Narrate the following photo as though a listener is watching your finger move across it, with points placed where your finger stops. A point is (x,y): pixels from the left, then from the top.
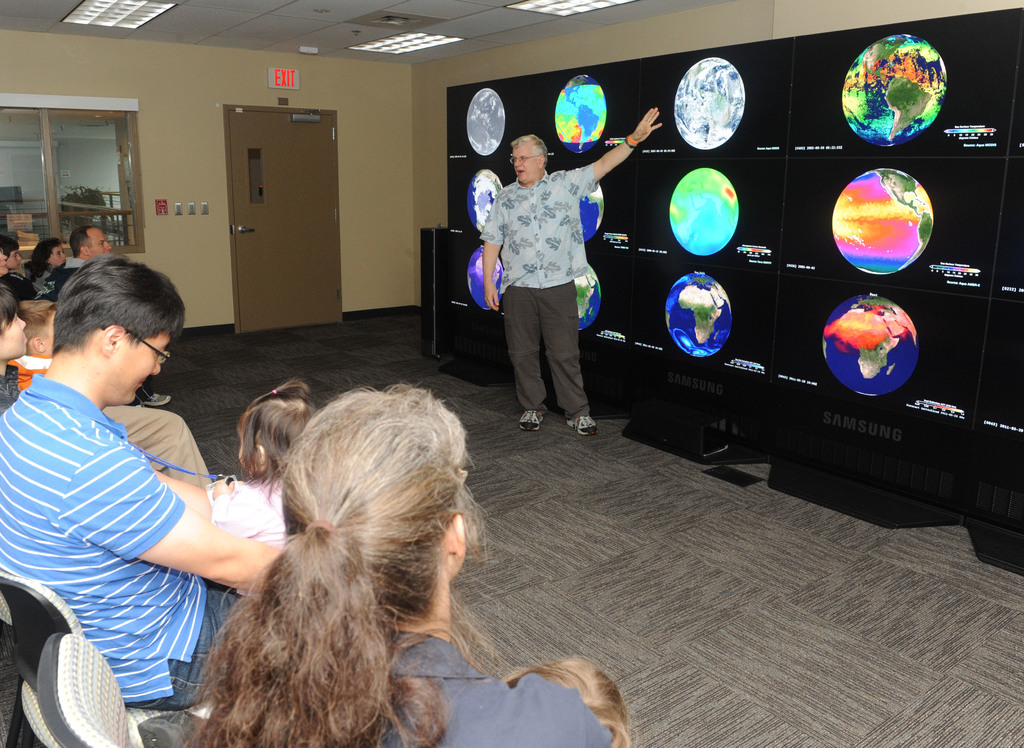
In this image on the left side (124,436) there are a group of people (122,433) who are sitting on chairs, and in the center (530,302) there is one man (547,278) who is standing and beside him there is a television (869,393) and it seems that he is talking something. In the background (272,149) there is a door (272,149), wall (147,96) and a glass window (94,159). On the top (316,39) there is ceiling (398,34) and some lights (417,34), at the bottom (749,593) there is a floor (584,578).
